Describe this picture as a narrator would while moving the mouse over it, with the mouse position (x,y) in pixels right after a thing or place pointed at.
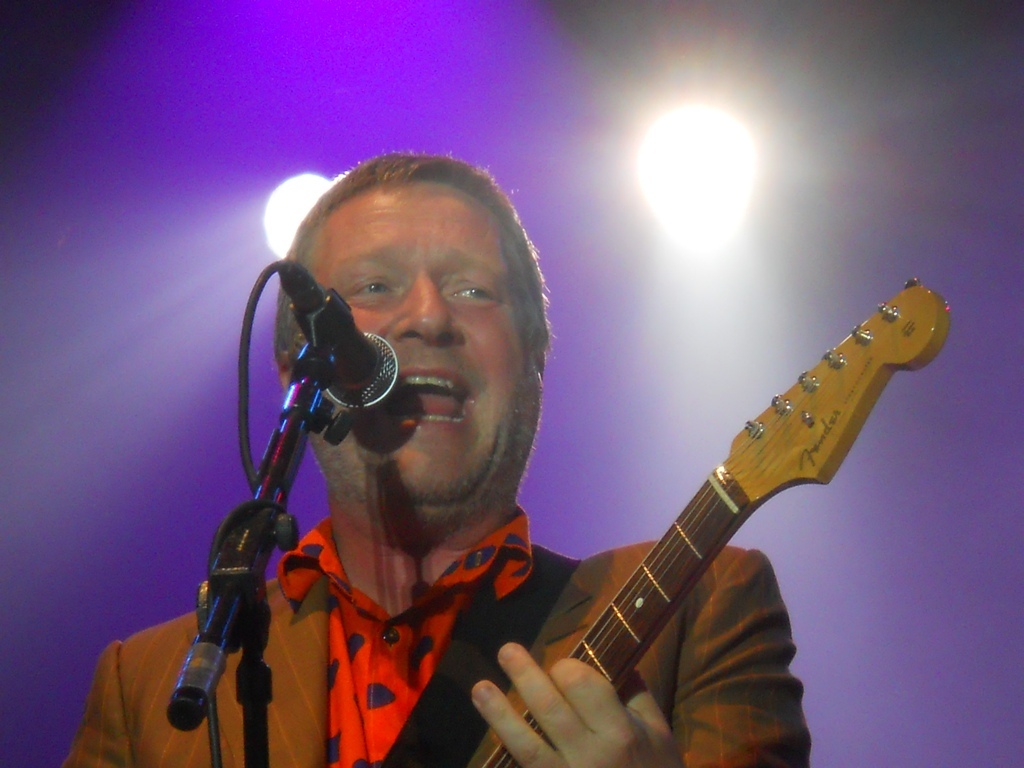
This man (300,643) is playing a guitar (640,625) and singing in-front of a mic (350,330). On top (740,157) there are focusing lights (685,180).
